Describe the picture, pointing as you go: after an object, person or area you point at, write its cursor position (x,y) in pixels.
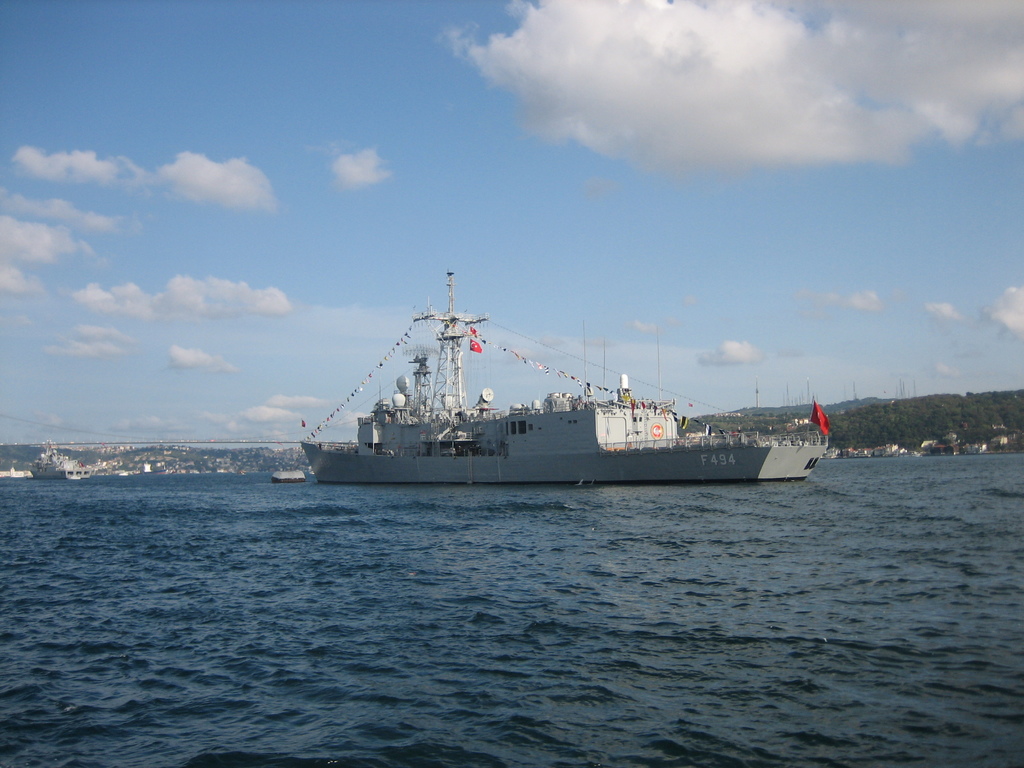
This image is taken outdoors. At the top of the image (299,121) there is the sky (499,125) with clouds (746,135). At the bottom of the image (286,528) there is the sea (403,571) with water (587,519). In the background (209,470) there are many trees (931,406) and plants (989,407) on the ground (798,415). There are a few houses (83,450). There are a few ships (44,473) on the sea (262,474). In the middle of the image (405,439) there is a ship (495,446) on the sea (832,474). There are a few paper flags (347,403) and wires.
